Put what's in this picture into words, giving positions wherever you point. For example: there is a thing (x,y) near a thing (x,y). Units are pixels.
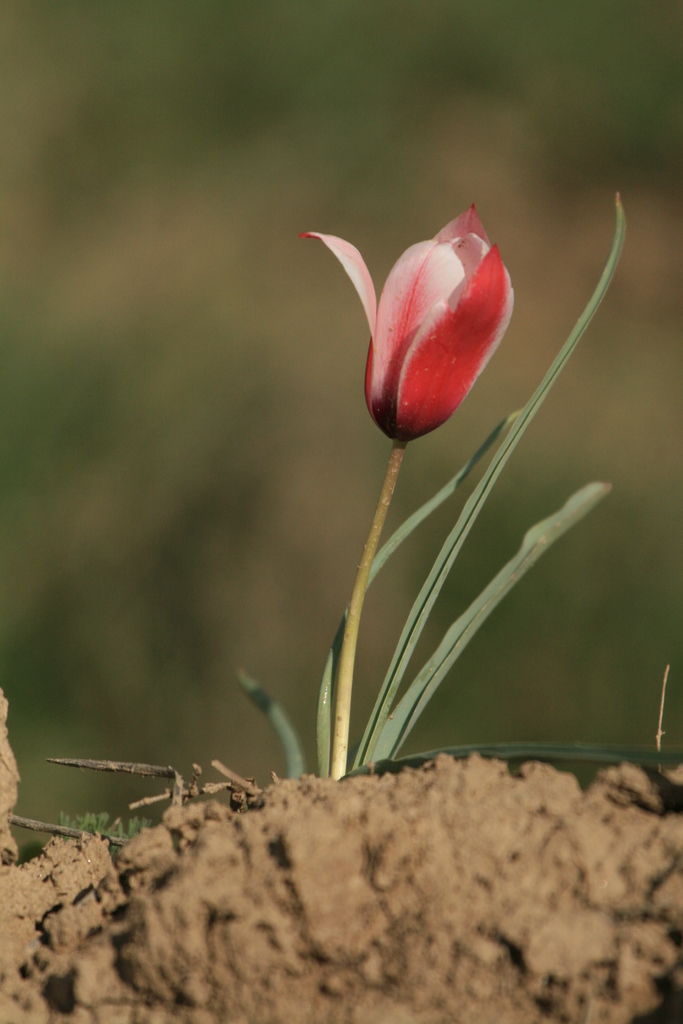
In this image we can see flower (468,323) on the ground (323,802).
